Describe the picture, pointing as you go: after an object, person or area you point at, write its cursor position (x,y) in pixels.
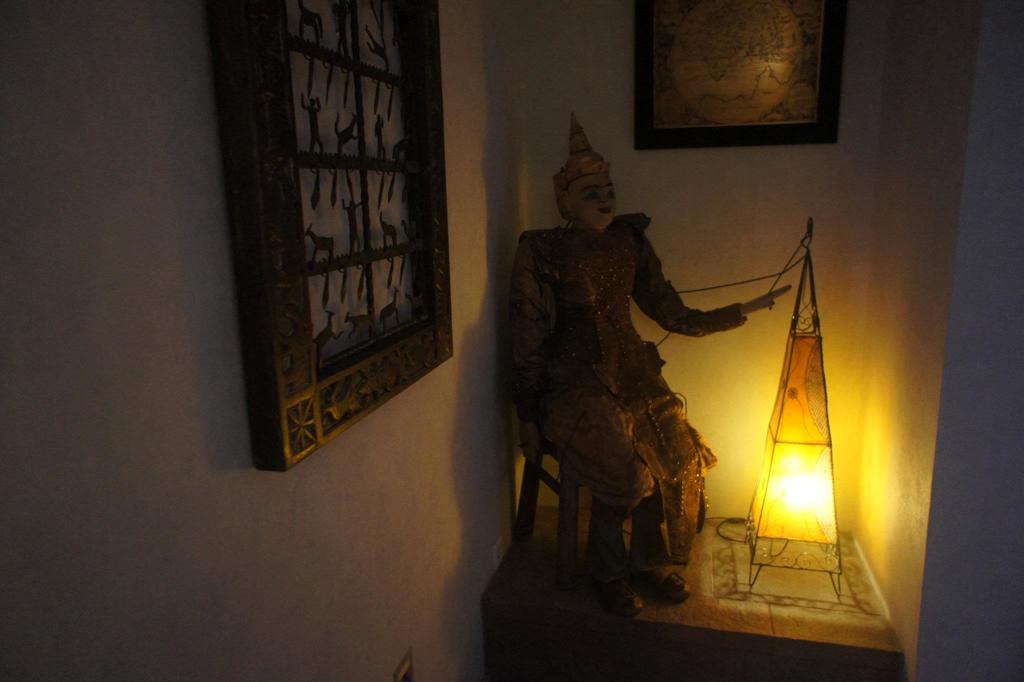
Here in this picture in the middle (626,404) we can see a doll (588,331) present on a stool (570,487) over there and beside that we can see a lamp (788,403) present and on the wall (620,82) we can see a portrait (693,136) present and we can also see a portrait (397,311) on the left side of the wall (481,293) over there.
